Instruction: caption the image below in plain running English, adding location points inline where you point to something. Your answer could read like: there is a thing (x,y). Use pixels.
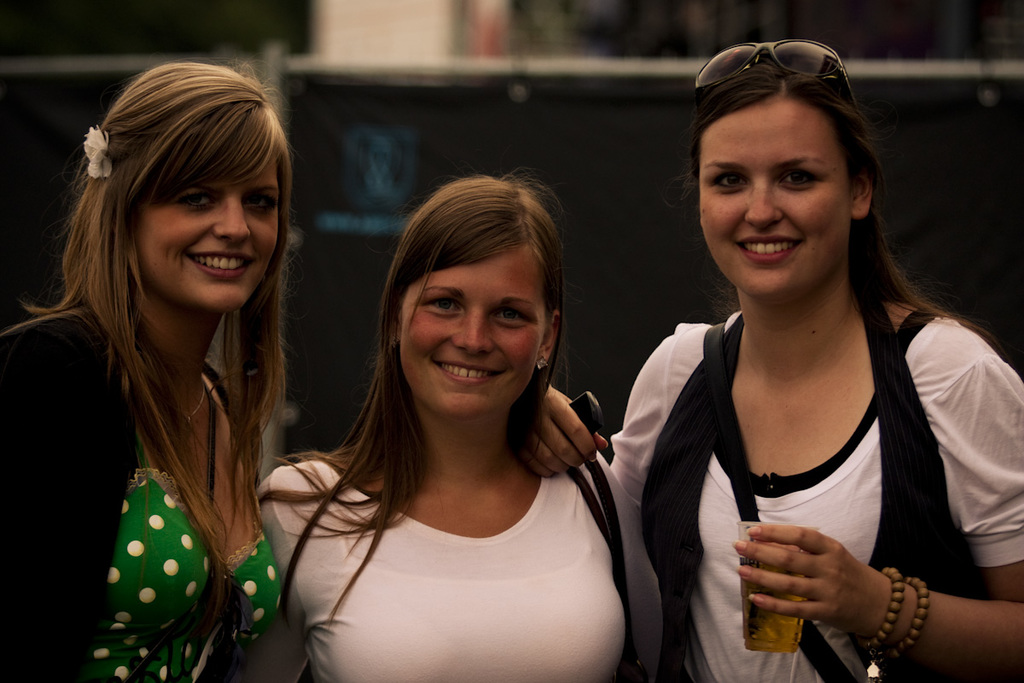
In this image there are three women (441,466) with a smile on their face (491,382), one of them is holding a glass of drink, behind them there is a partition fence (400,142) with metal rod (370,75) and cloth (544,133), behind them there is a wall (419,58).
